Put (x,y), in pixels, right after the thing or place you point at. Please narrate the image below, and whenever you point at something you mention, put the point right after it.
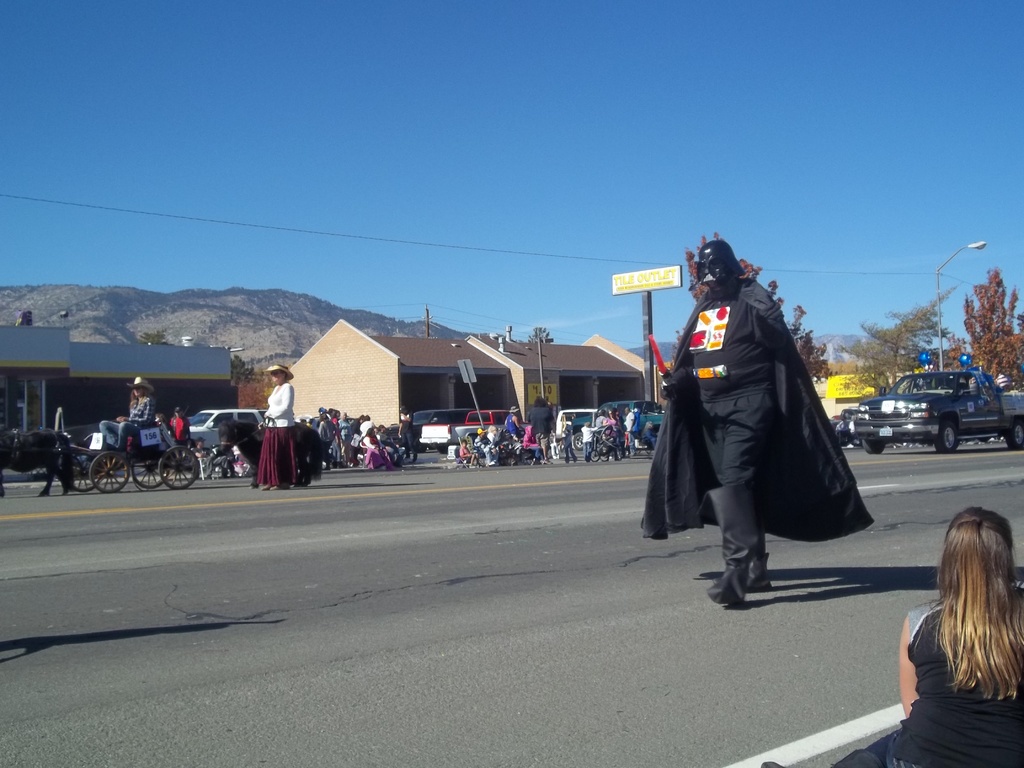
On the right side of the image (816,484) we can see a person (729,532) is wearing a costume (714,421) and walking on the road (859,468). In the background of the image (544,351) we can see the houses (415,358), trees (916,348), poles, lights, boards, vehicles (949,389) and some people (547,411) and also we can see a person (120,427) is riding a horse cart (180,456) and a lady (280,432) is standing beside an animal (300,434). At the bottom of the image (329,614) we can see the road (409,632). In the bottom right corner (981,560) we can see a lady (982,685) is sitting. At the top of the image (299,138) we can see the sky (432,130).
